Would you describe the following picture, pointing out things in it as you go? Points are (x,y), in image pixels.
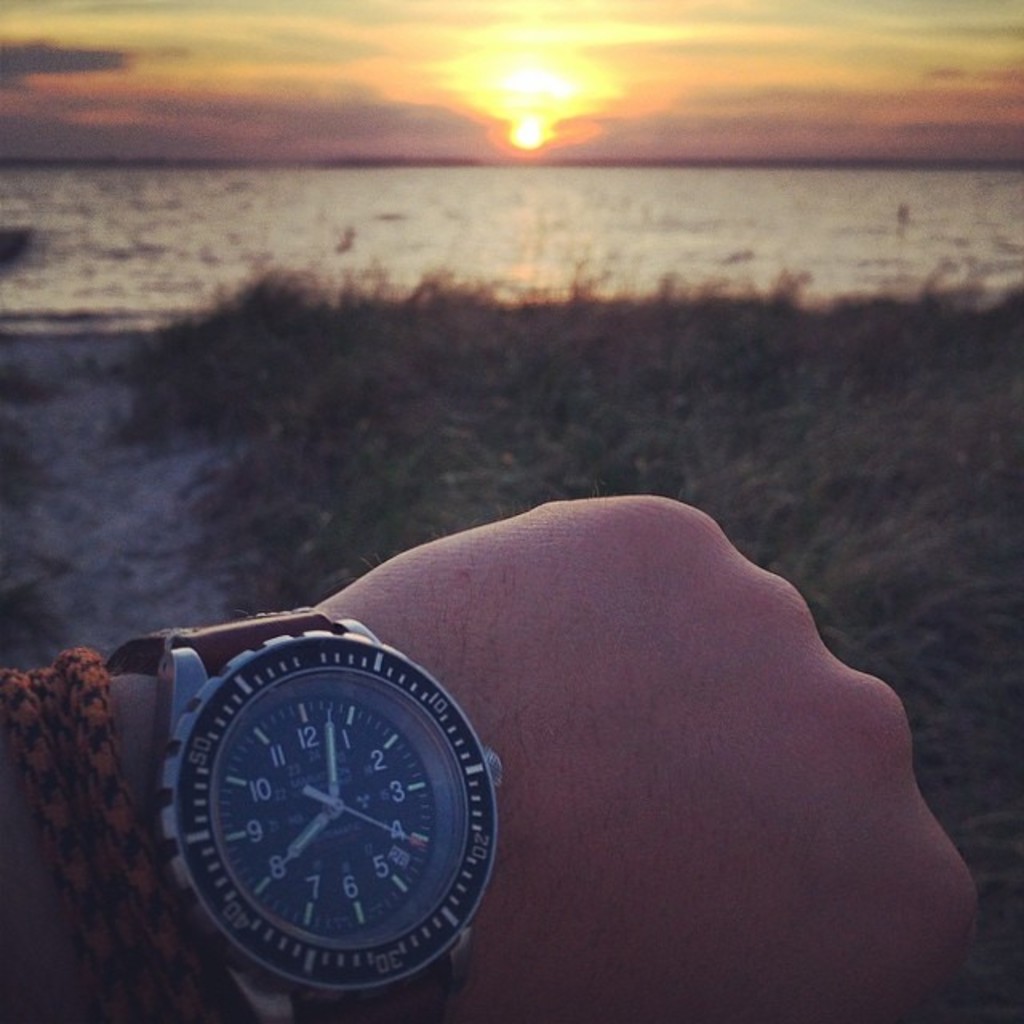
In this picture there is a hand (634,791) of a person (593,796) having a wrist watch (416,812) and a thread (128,852) attached to his hand (643,772) and there is a greenery ground (516,421) in front of him and there is water (406,193) and sun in the background (362,205).
